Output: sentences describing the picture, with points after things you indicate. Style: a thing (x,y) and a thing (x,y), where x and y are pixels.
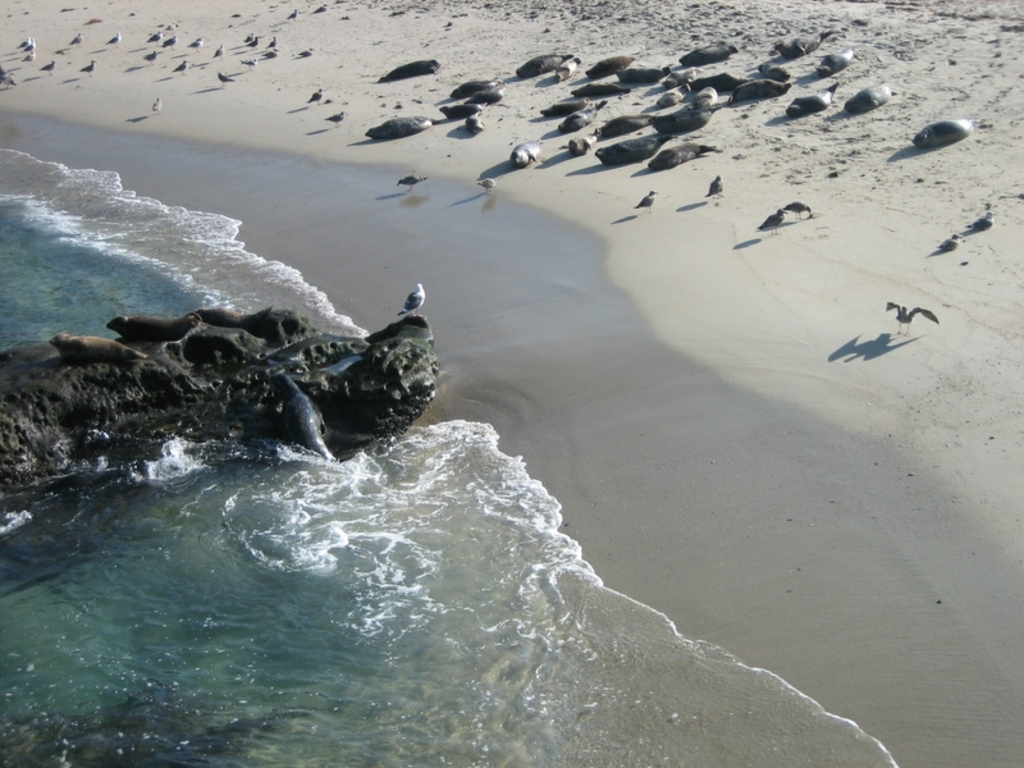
On the left side (295,427), there are seals (301,416) and a bird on the surface of a rock (406,319), which is partially in the water (87,206). On the right side (953,281), there are seals (418,74) and birds (980,225) on a sand surface (898,464).
